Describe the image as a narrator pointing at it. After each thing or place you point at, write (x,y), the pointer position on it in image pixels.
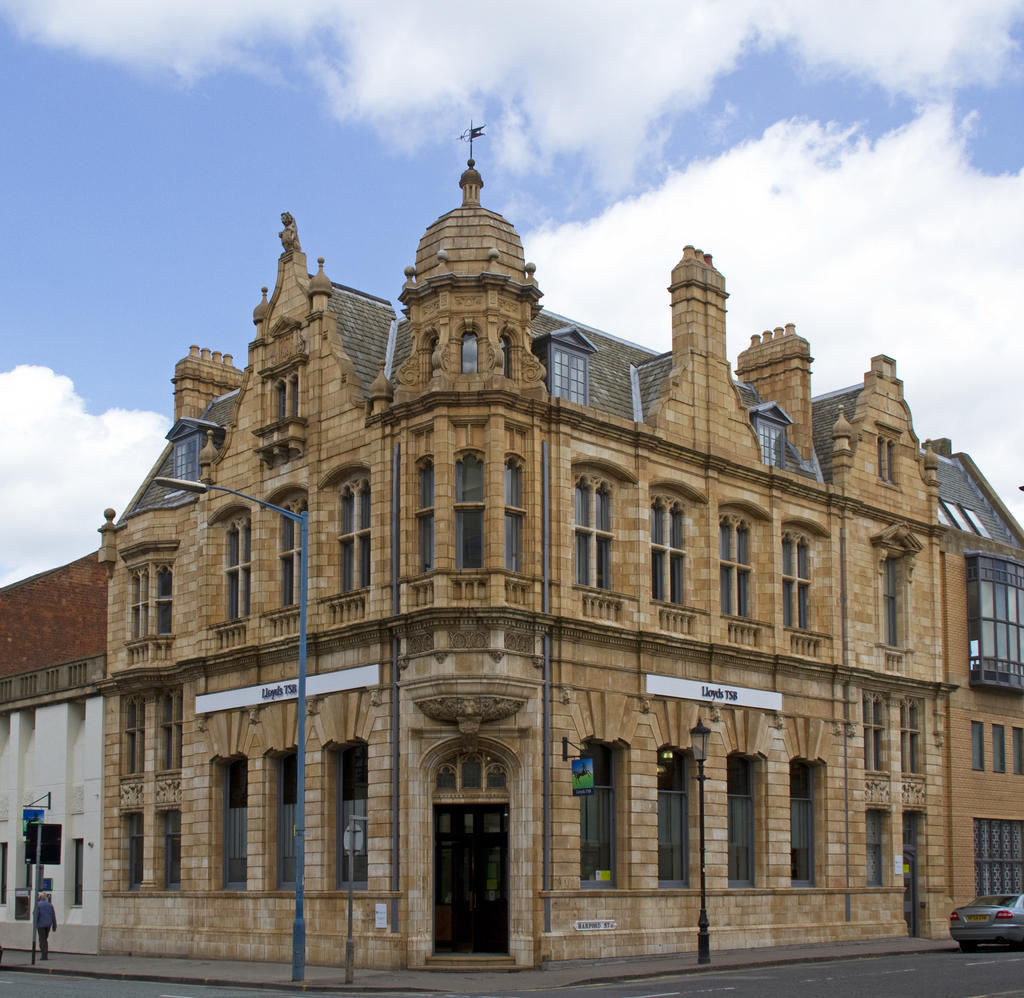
In this image we can see a building (493,656) with windows (742,566), the signboards (737,697) and a door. We can also see some street poles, a car (979,938) on the road (987,969), a person (41,938) standing on the footpath (367,980) and the sky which looks cloudy.
